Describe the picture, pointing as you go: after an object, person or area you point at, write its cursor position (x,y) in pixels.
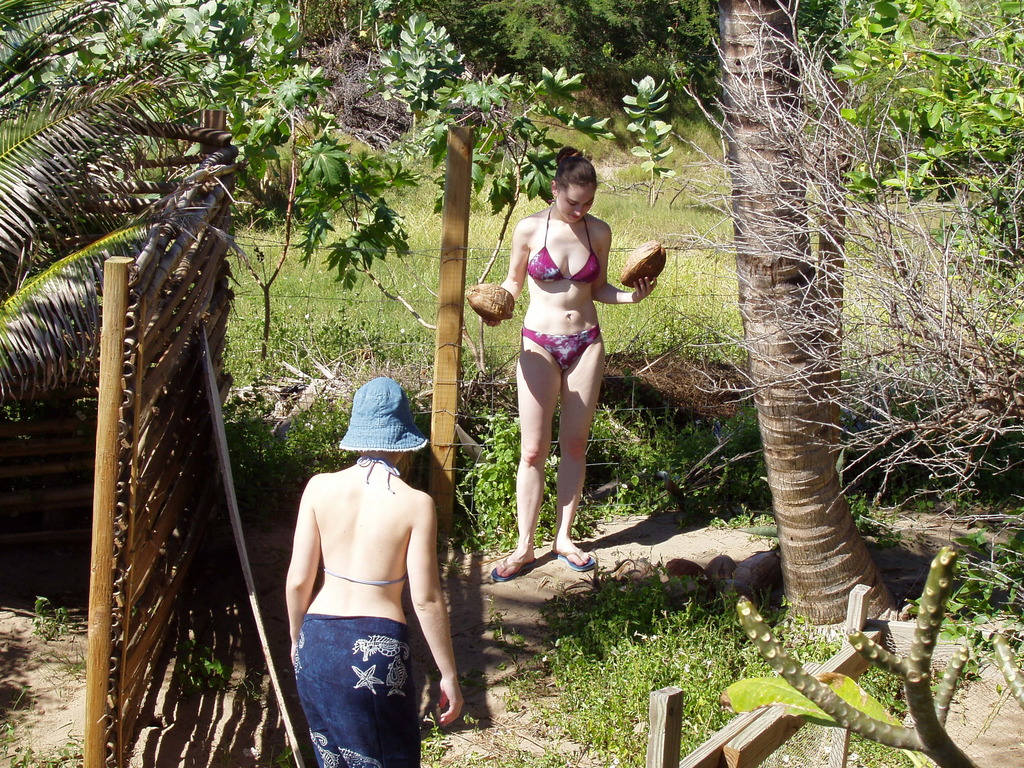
In this image I can see two women (418,531). In the background (394,293), I can see the grass (284,308) and the trees (459,49).
